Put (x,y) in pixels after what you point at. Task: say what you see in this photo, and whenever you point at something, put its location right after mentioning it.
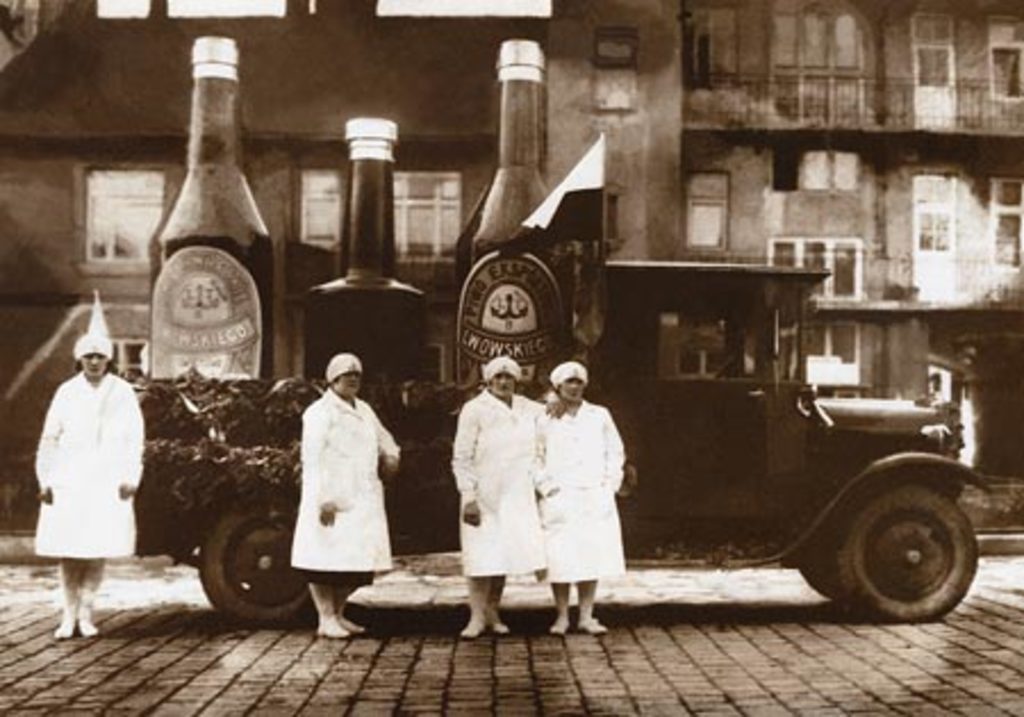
In this picture there are four persons (557,442) who are wearing white dress (117,456) and they are standing near to the truck (739,432). On the truck (445,415) I can see the three big beer bottles (207,309) and flag (588,167). In the background (589,145) I can see the buildings (661,249). On the right (849,109) I can see the windows (850,78) and doors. At the top (190,17) there is a building (468,3).
